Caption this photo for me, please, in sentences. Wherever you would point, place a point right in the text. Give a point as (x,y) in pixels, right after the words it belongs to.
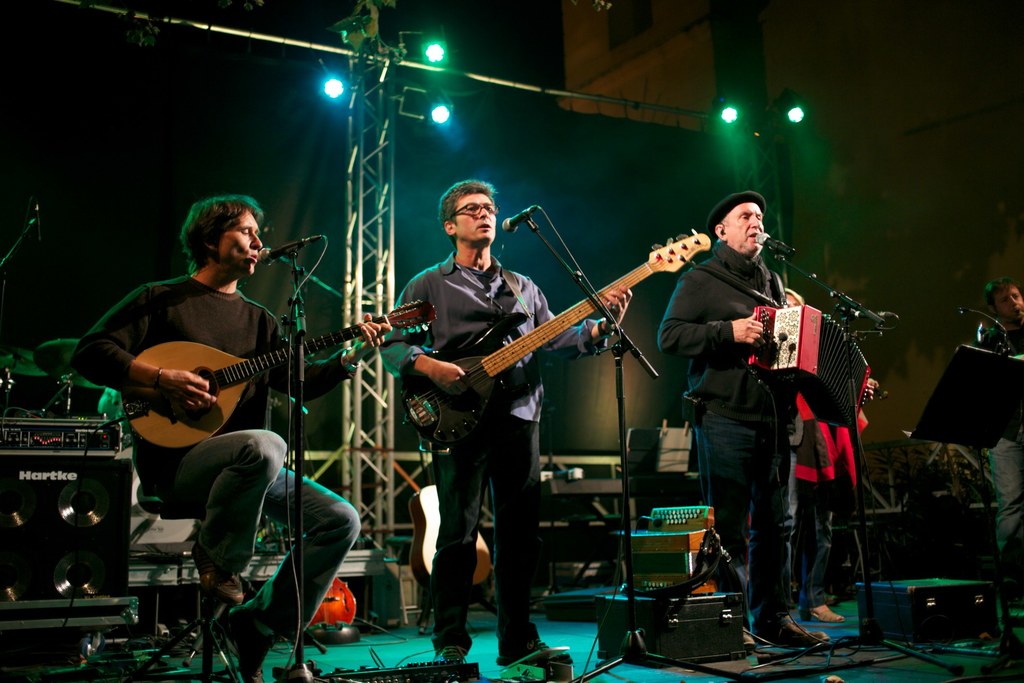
This picture describes about musicians (210,305) they are all playing musical instruments (477,365) in front of them we can find microphones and some musical stuff (633,561) in the background (361,241) there is a metal rod (374,186) and lights (332,83).
